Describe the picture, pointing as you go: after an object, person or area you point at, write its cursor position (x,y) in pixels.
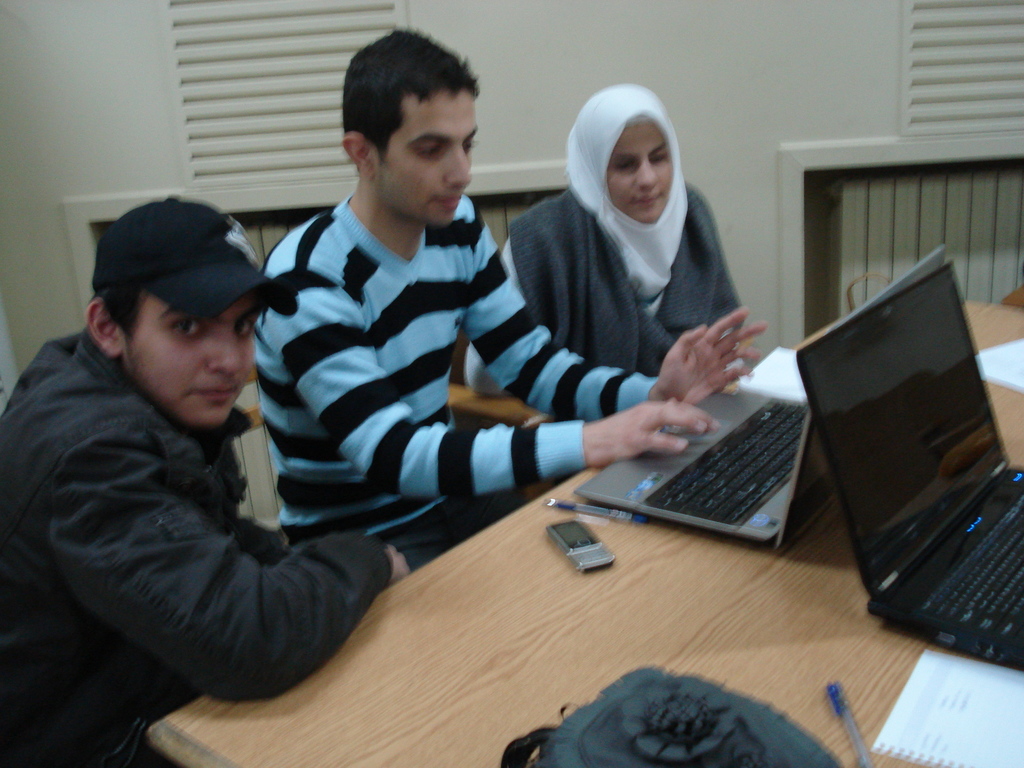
In this picture there are three people (464,526) sitting on the chair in front of a table (598,595). One of them is staring at the camera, the second person (614,414) is operating a laptop (720,464), and the third person (657,250) is staring at the laptop (724,407).
